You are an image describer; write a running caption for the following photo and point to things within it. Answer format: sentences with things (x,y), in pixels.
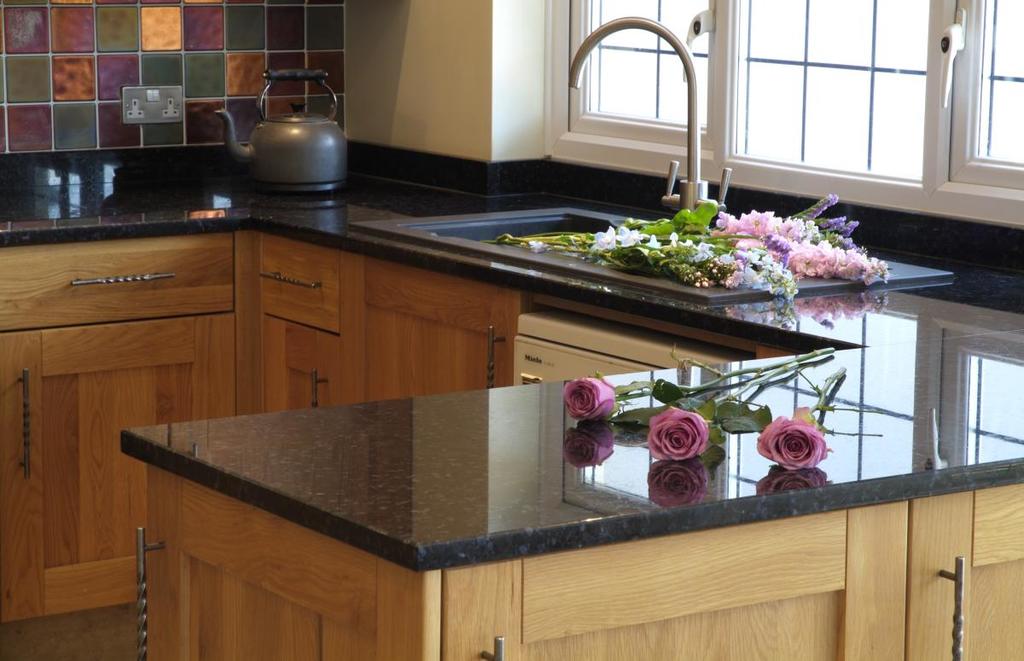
There is a table (232,227) with drawers (121,317). On the table (590,427) there are roses (666,409), kettle (324,131) and a wash basin (577,212) with tap (684,190). Near the wash basin (614,270) there are many flowers (668,256). In the back (149,58) there is a wall (122,93) with socket (132,112). Also there are windows (746,118).
